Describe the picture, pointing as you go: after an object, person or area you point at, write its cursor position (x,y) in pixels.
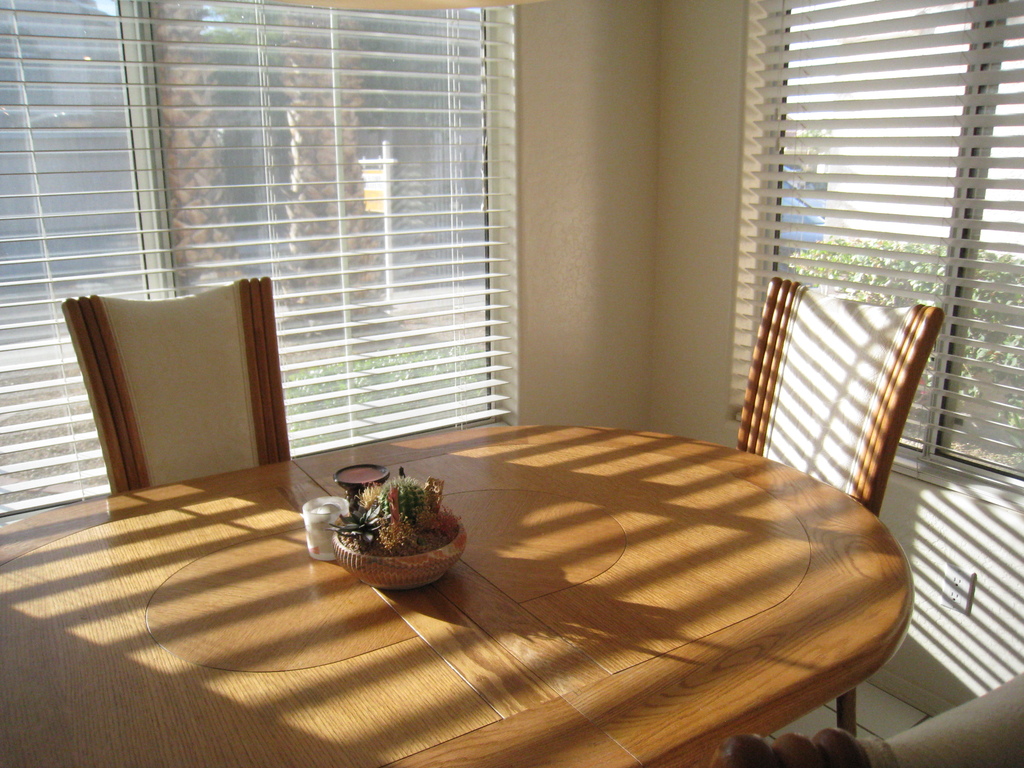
This image consists of a room (226,554). In which we can see a dining table (610,549) along with chairs (879,495). On the left (234,143) and right, there are windows (160,215) along with window blinds (62,490).
